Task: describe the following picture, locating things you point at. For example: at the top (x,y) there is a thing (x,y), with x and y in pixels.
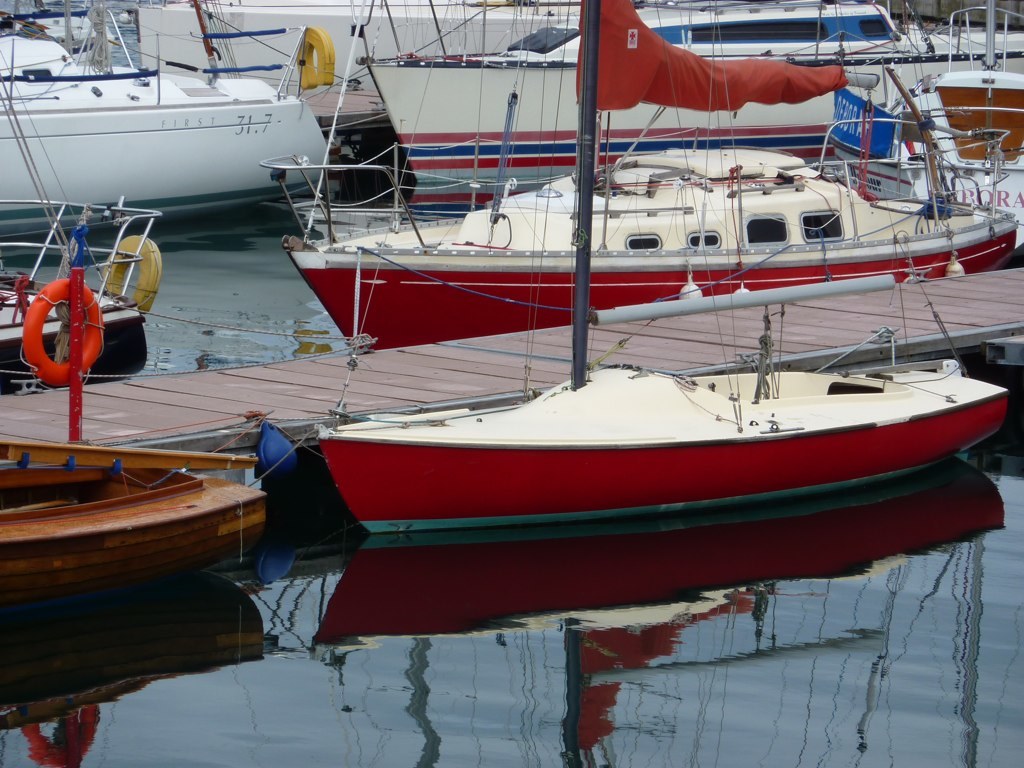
In this image there are few boats (490,451) on water (537,564). In between there is a bridge (996,320) having few poles (78,396).
